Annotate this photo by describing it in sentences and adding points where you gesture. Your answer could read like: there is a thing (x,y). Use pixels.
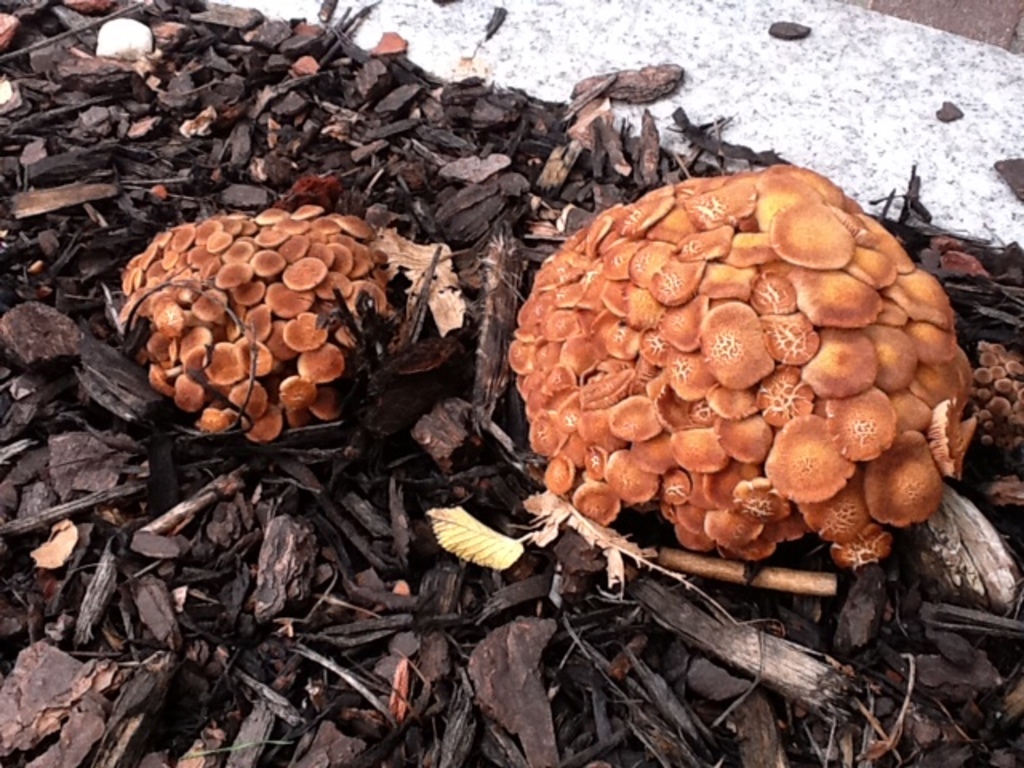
In this image, we can see mushrooms (691,398), wooden sticks (243,145) and dry leaves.
